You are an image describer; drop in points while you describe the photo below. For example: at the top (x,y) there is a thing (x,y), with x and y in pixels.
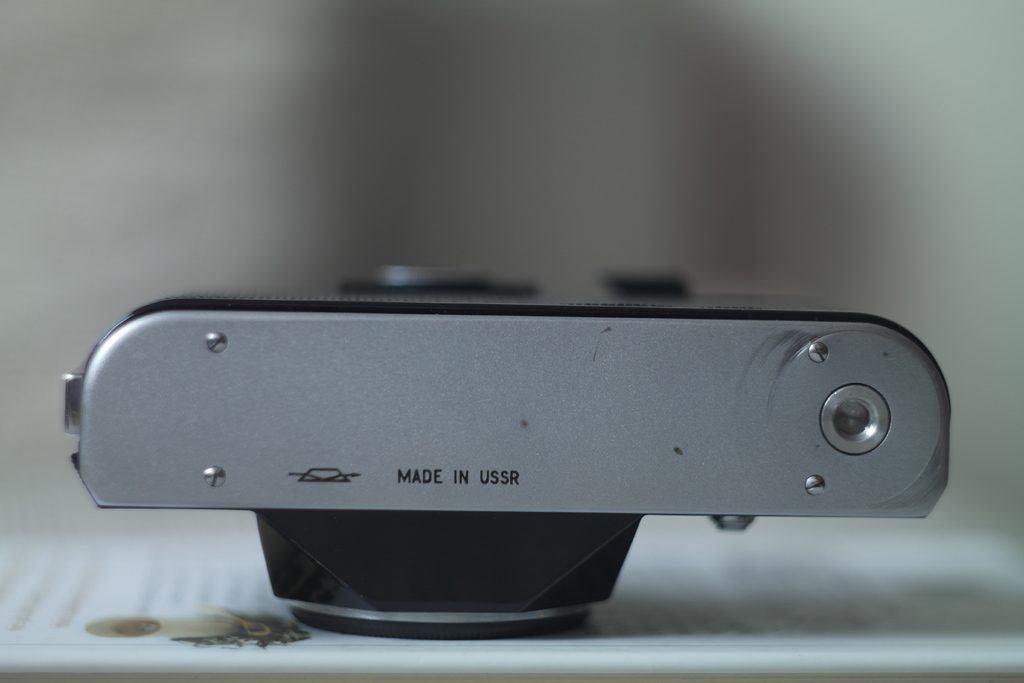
In this picture It looks like camera (583,486) in the middle (493,448). There is the text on it.
